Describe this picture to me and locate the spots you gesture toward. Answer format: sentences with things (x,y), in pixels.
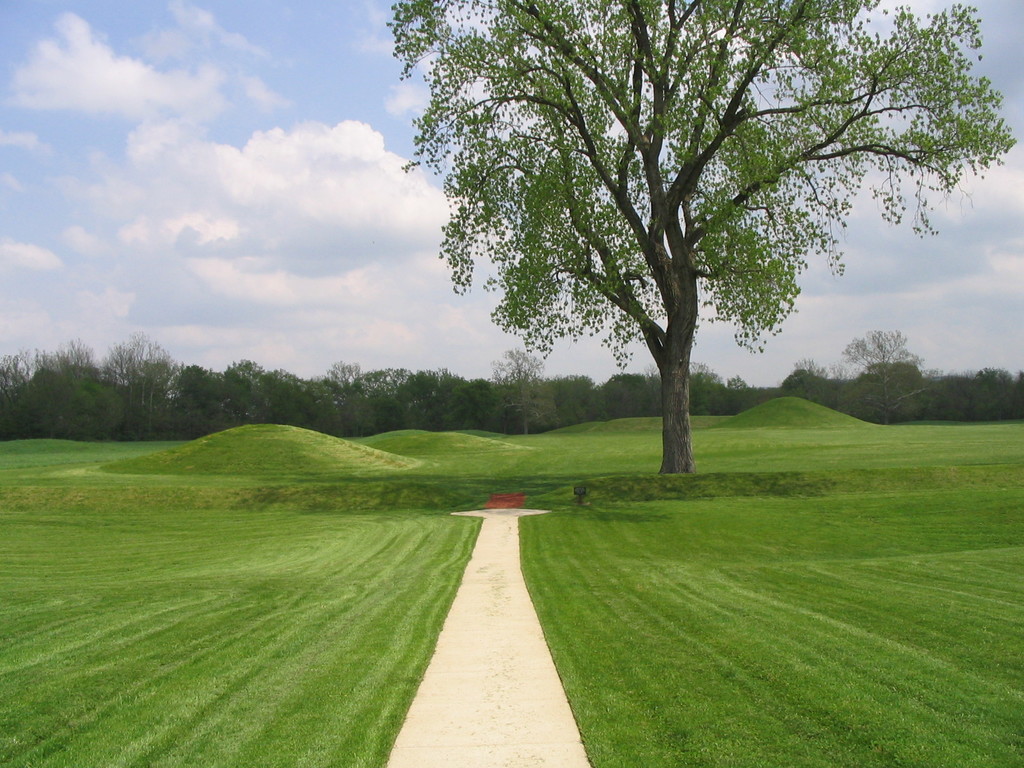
At the bottom of the picture (323,718), we see the grass (346,698) and the pavement (497,693). In the middle (541,269), we see a tree (785,279). There are trees (367,394) in the background (327,387). At the top (302,89), we see the sky (290,118) and the clouds (273,205).
